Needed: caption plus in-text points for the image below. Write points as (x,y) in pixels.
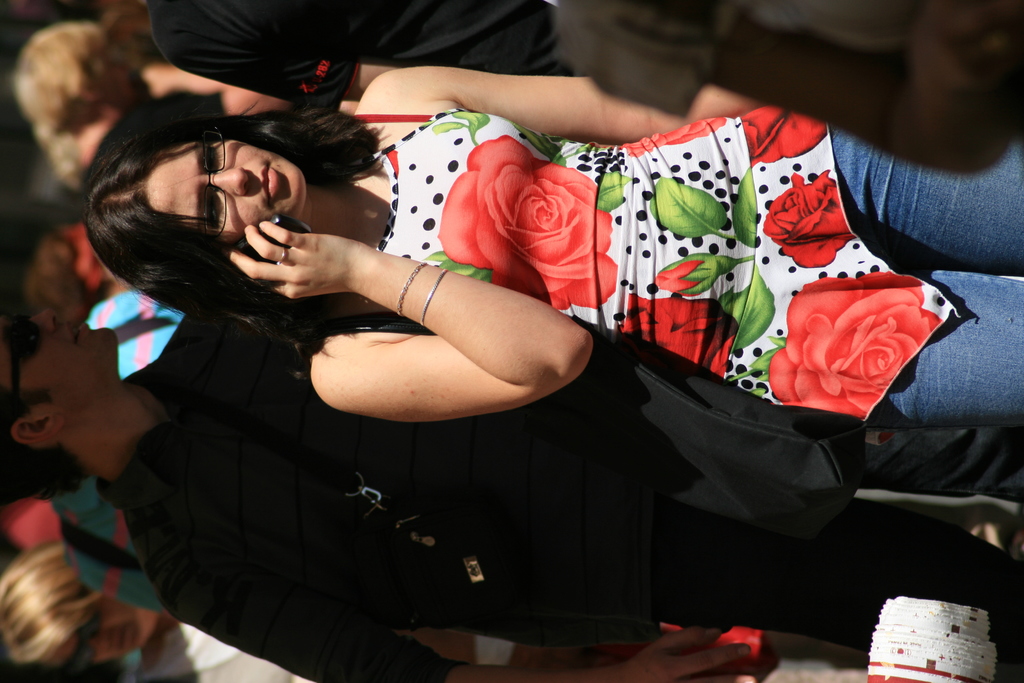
In this image in the center (444,263) there is one woman (609,301) who is walking and she is holding a mobile phone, and in the background (146,424) there are some people (733,575) who are walking.
